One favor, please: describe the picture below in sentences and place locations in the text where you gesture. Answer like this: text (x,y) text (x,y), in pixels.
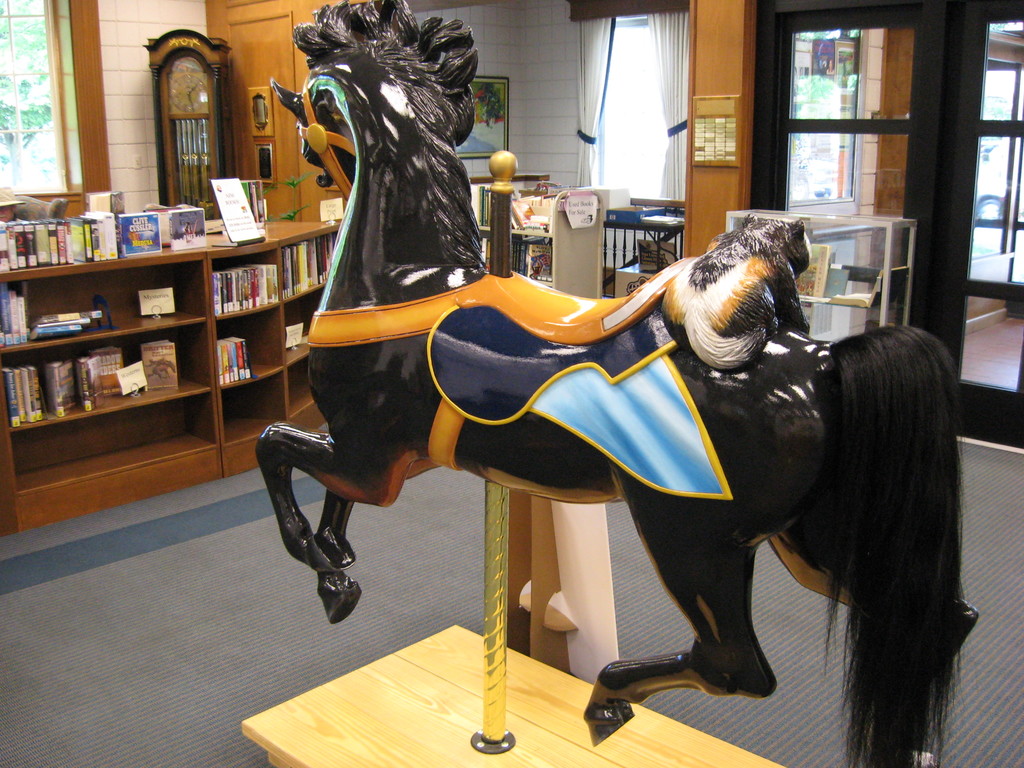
In this image in front (842,403) there is a depiction of a horse (503,471). At the bottom of the image (214,657) there is a mat (166,660). On the left side of the image (145,391) there are books (31,382) on the wooden rack (102,445). There is a clock (166,162). There is a window (17,37). On the right side of the image (930,225) there is a door (837,115). There are curtains (676,162). In the background of the image (573,147) there is a wall (526,115) with the photo frames (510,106) on it.
